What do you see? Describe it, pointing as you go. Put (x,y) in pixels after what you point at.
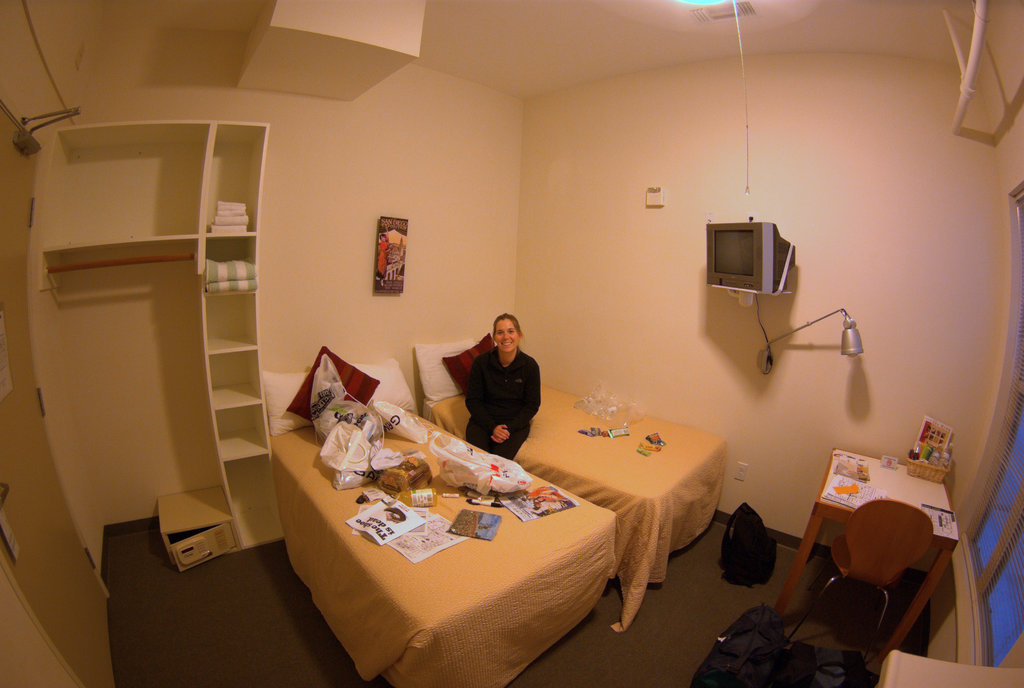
In this image i can see a woman (482,386) sitting on a bed (567,417) there are few papers (406,531), books (544,502), covers (388,416), pillows (370,401) on a bed (439,584) at the back ground (732,268) i can see a television (750,269), a frame (399,267) attached to a wall (341,224) and few racks (219,242) a towel (213,289) in the rack (221,304) at right (895,559) there is a table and the chair (877,547).
